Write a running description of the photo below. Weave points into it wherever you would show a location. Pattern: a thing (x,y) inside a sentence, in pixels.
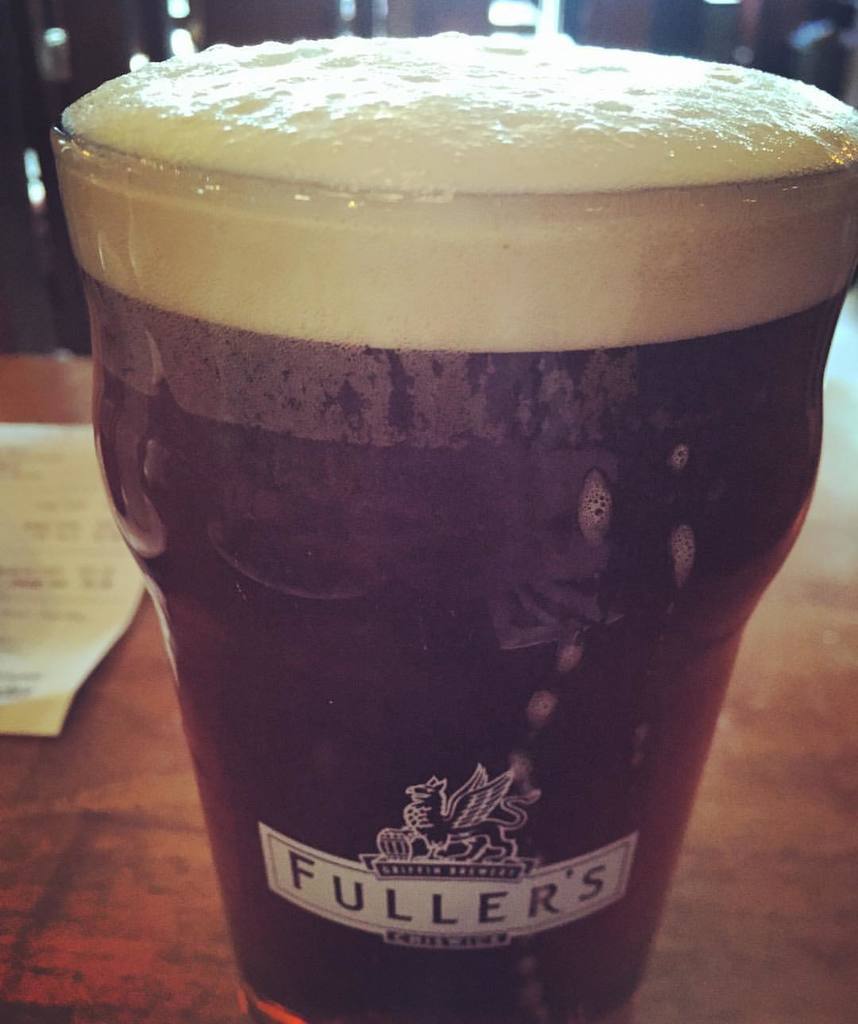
In the picture there is a glass (336,514) filled with some drink (352,478) and it is placed on a table (89,941).
